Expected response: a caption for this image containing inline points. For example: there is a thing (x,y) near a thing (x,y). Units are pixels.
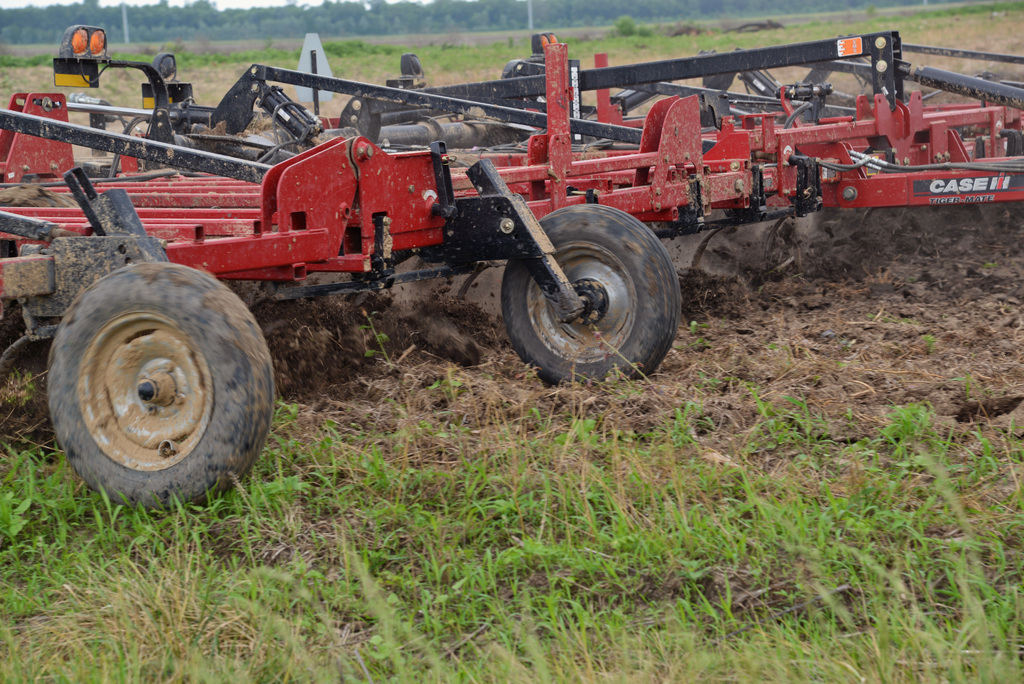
In this image there is a red color cultivator (360,126) on the field (408,360), and there are plants (421,429), grass (429,56), a board (317,36) attached to the pole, trees (316,18), sky (305,0).
